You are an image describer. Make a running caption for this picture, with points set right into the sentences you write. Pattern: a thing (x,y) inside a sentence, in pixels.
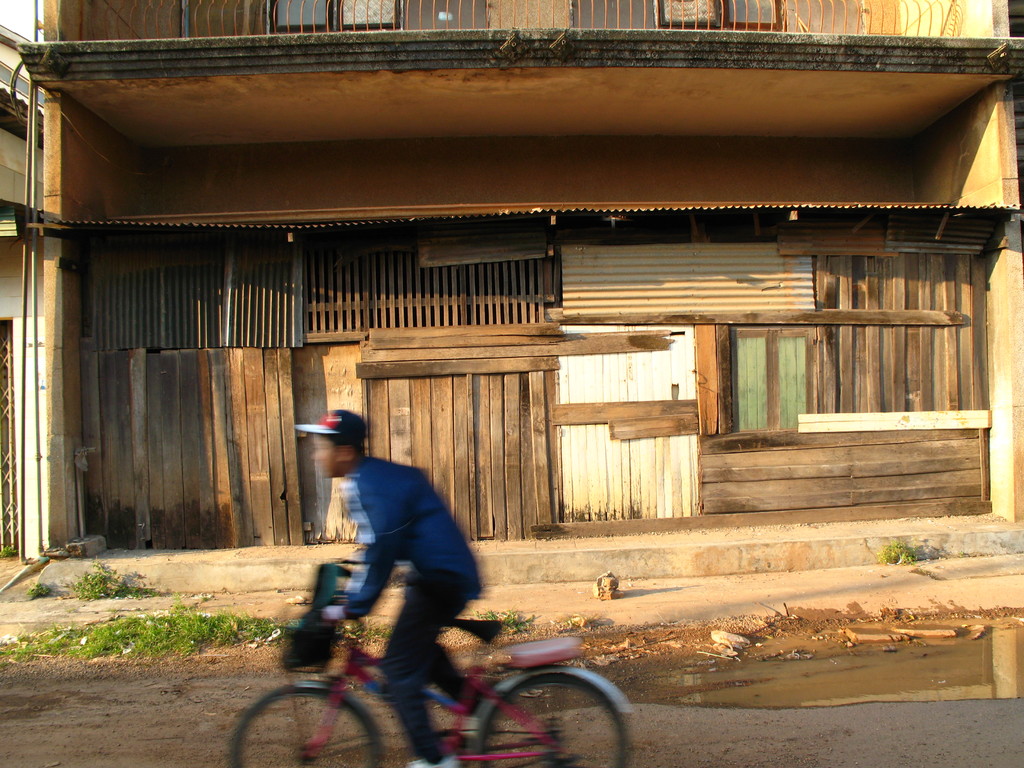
This image is taken outdoors. At the bottom of the image (154,746) there is a road (88,737). In the middle of the image (428,499) a boy (407,613) is riding on the bicycle (352,658). In the background (449,447) there is a building (332,209) with walls (68,373), windows (701,7), railings (843,15) and wooden sticks (573,476). There is grass (120,623) on the ground (225,633).
